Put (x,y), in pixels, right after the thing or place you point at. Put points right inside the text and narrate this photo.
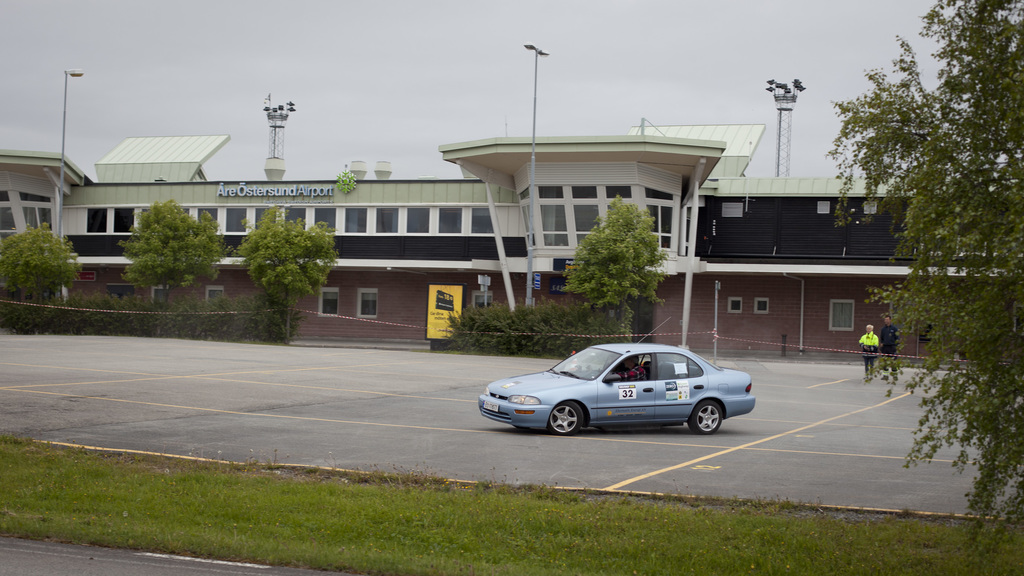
In this picture I can see a vehicle (576,390) on the road (475,410), few people (866,362) standing a side, around there are some trees (612,286) and buildings (845,294).
